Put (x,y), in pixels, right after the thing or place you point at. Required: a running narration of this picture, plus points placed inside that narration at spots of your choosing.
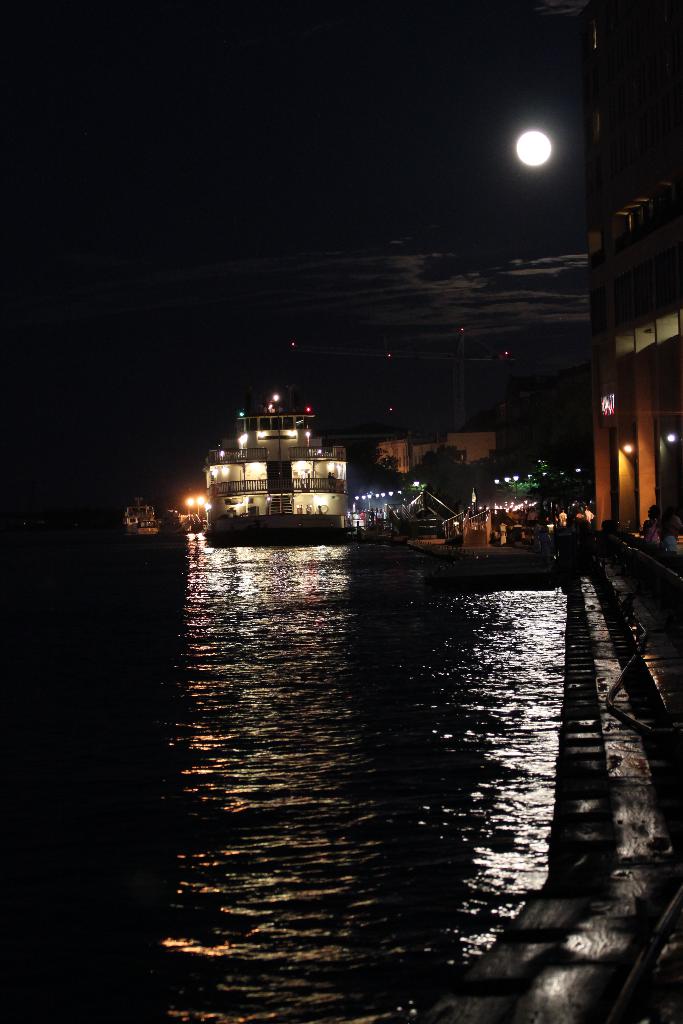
In the foreground (463,816) I can see water (475,783), fence (488,522), crowd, buildings (617,516), lights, trees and so on. In the background (307,440) I can see boats (255,440) in the water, moon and the sky (356,226). This image is taken may be during night.
